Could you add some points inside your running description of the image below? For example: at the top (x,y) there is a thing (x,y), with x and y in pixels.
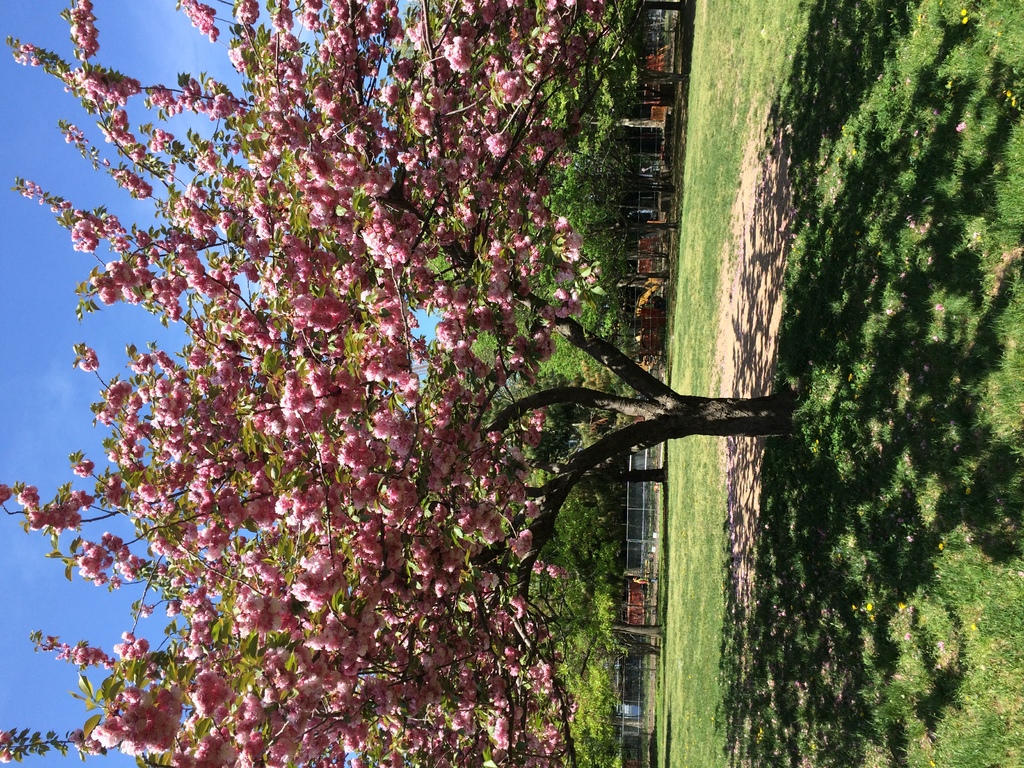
In the center (598,258), there is a tree (784,407) having pink color flowers (312,610) on the ground (808,477), on which there is grass (830,233). In the background (615,739), there are trees (626,49), a fence (647,681) and there is a blue sky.
